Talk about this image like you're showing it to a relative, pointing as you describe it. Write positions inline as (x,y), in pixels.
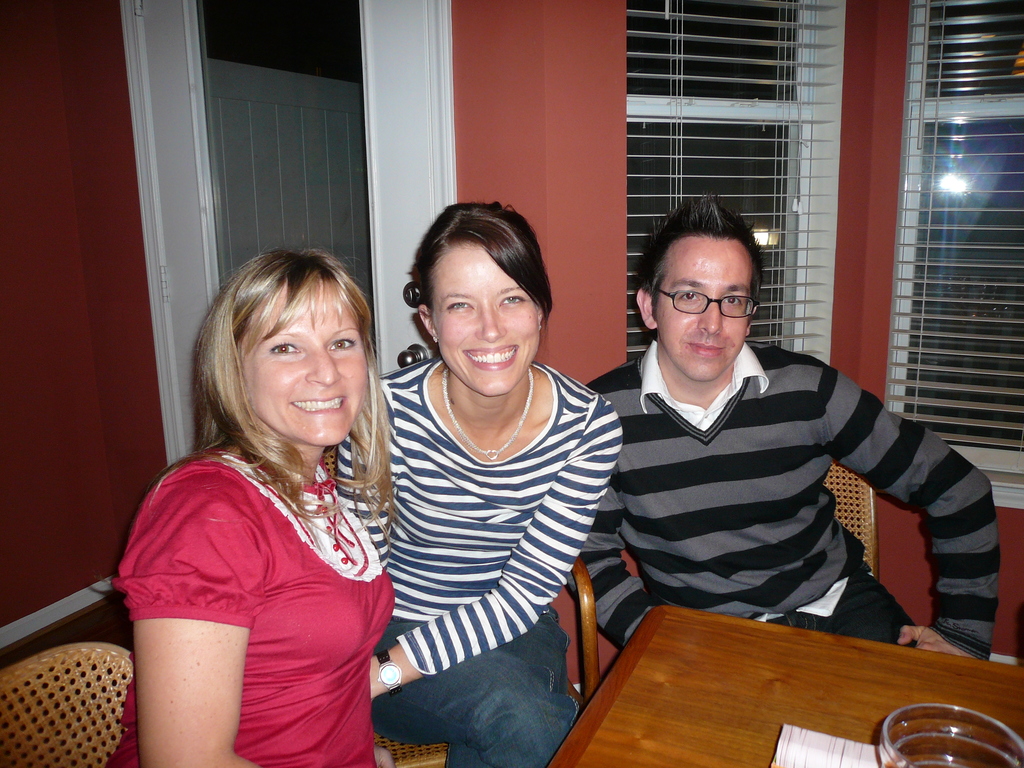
There are three persons (395,392) sitting and smiling. On the right (771,465) end a man (771,448) is wearing specs (742,308). In the front (727,670) there is a table (757,682). On the table (741,673) there is a glass (937,737). In the background (813,141) there are windows (761,149), door (418,151) and a red color wall (559,106).
